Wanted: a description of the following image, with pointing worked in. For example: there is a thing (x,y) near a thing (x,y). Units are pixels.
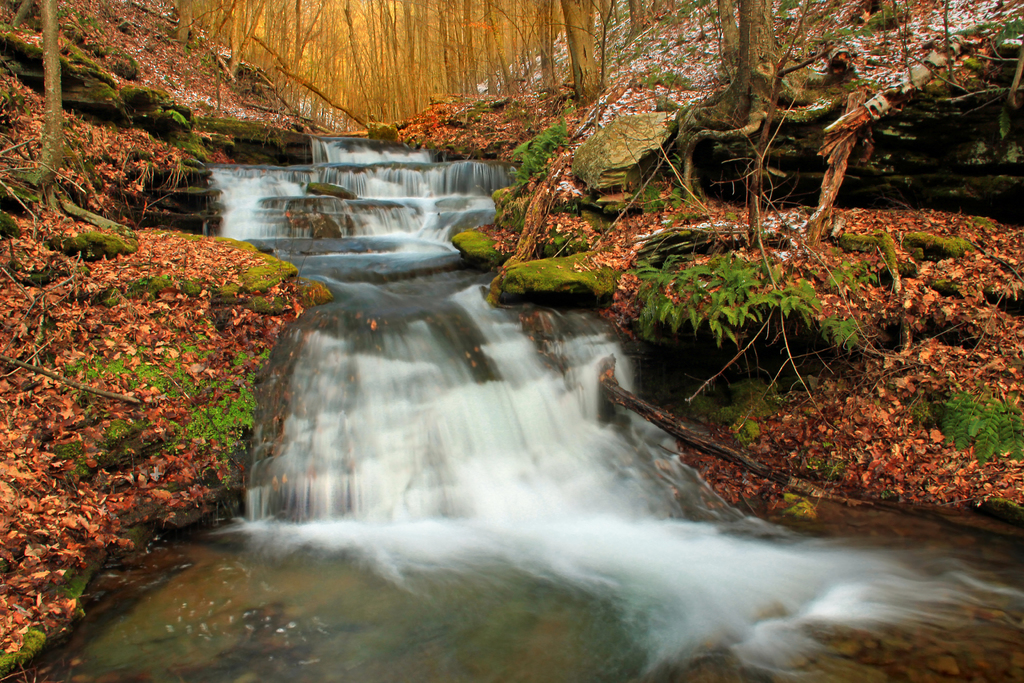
In this image there is a flow of water (422,383) in the middle (415,436). There are stones (226,149) on either side of the water (608,420). In the background (455,37) there are tall trees (382,25). On the left side (136,385) there are dry leaves (118,341) and stones (107,246). On the right side (823,200) there are wooden sticks (835,142) and dry leaves (890,413).
